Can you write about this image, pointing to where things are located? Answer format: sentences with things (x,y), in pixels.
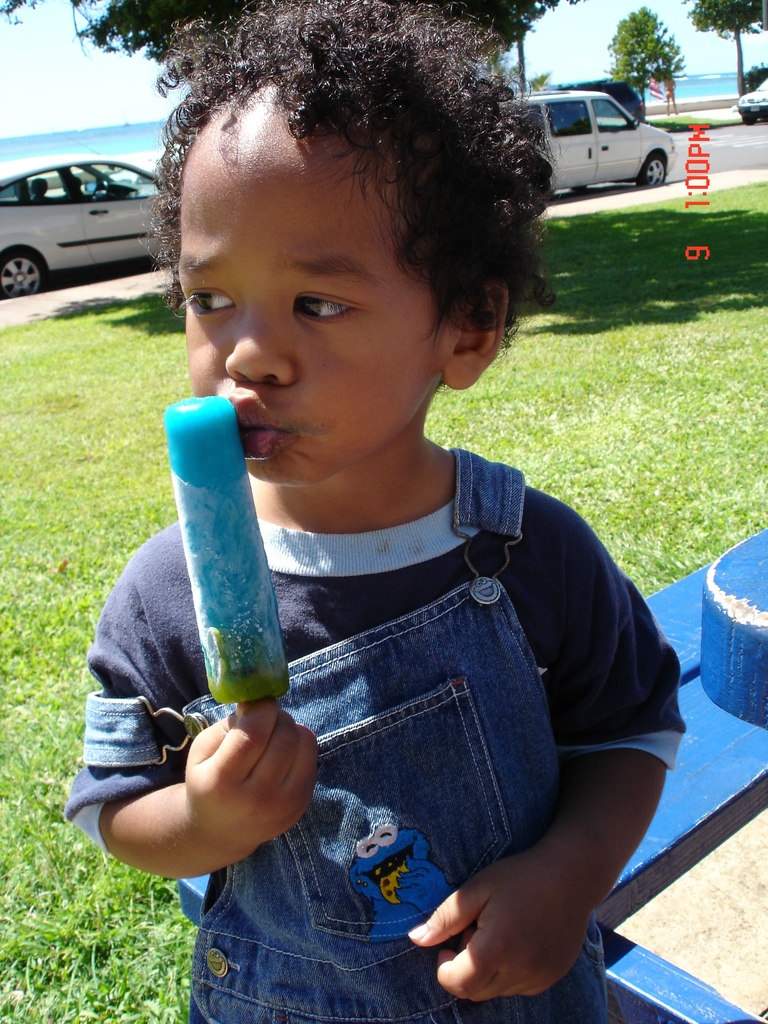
In this image we can see a boy (270,487) holding an ice cream (206,466). In the background (692,319) we can see the grass (690,310) and also the vehicles (562,156) passing on the road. We can also see the trees (633,56), beach (109,139) and also the sky (605,32). On the right (694,135) we can see the time (696,173) and also the blue color object (704,818).
